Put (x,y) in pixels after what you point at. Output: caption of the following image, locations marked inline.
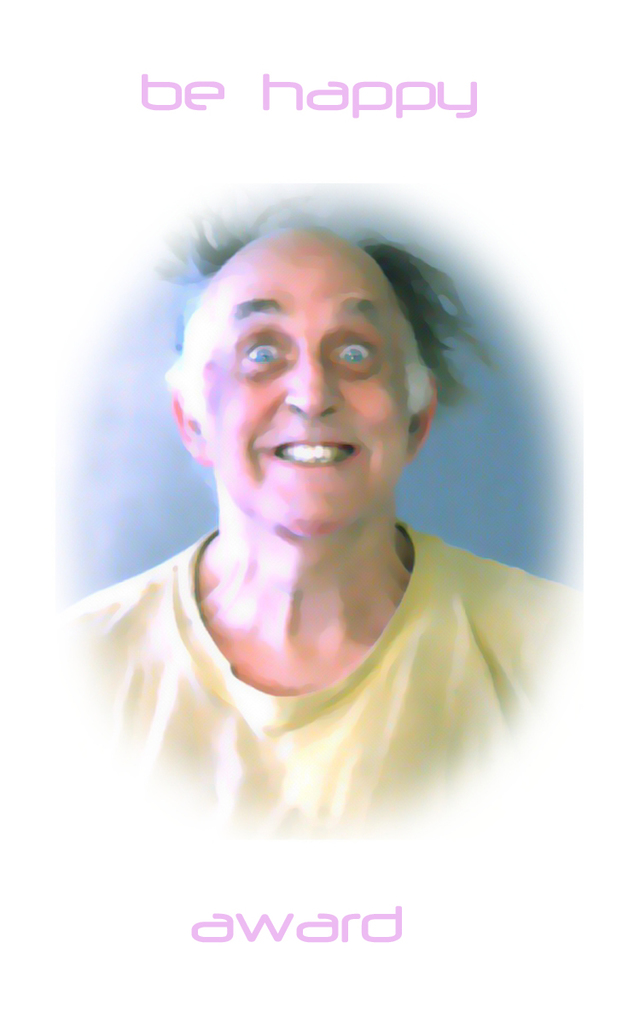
In this image it might be a painting (366,351) of person (292,426) and at the top (413,104) and bottom there is a text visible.
